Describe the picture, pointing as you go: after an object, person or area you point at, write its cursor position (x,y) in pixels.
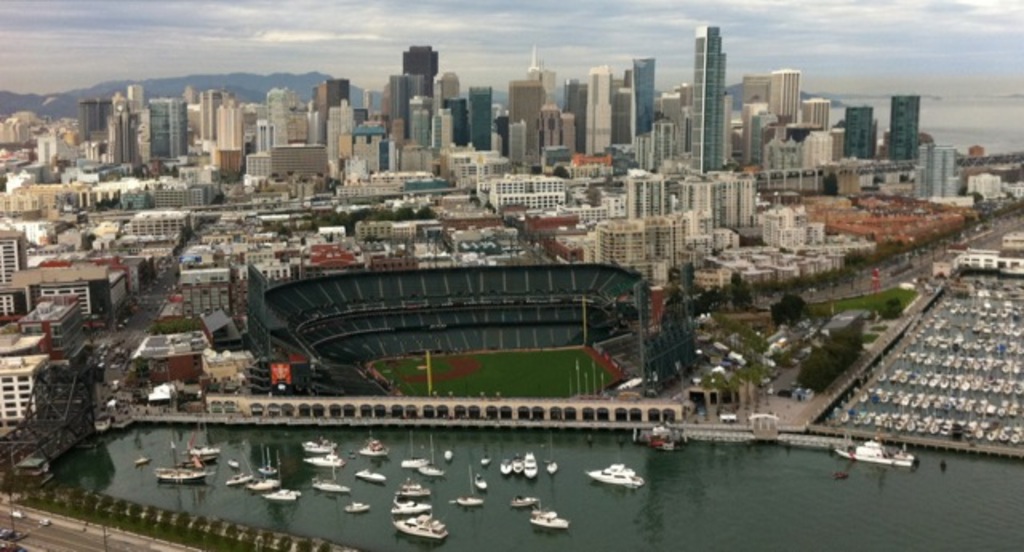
There are very big buildings (413,135) in the long backside of an image. In the middle (429,320) it looks like a ground (519,354) and here it is water (502,485). There are ships (480,502) in it.
